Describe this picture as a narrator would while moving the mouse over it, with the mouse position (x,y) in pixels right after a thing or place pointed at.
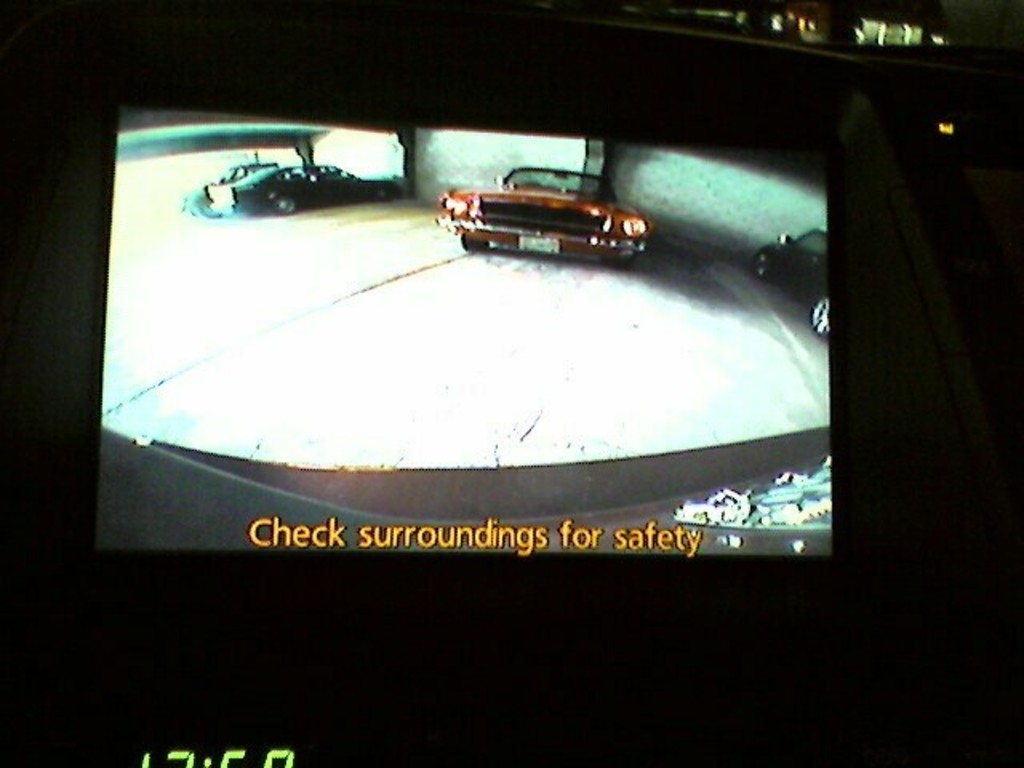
In this image there is a screen (322,125) with cars (605,206) on the road (487,326). At the bottom of the image (525,532) there is text (331,529).
